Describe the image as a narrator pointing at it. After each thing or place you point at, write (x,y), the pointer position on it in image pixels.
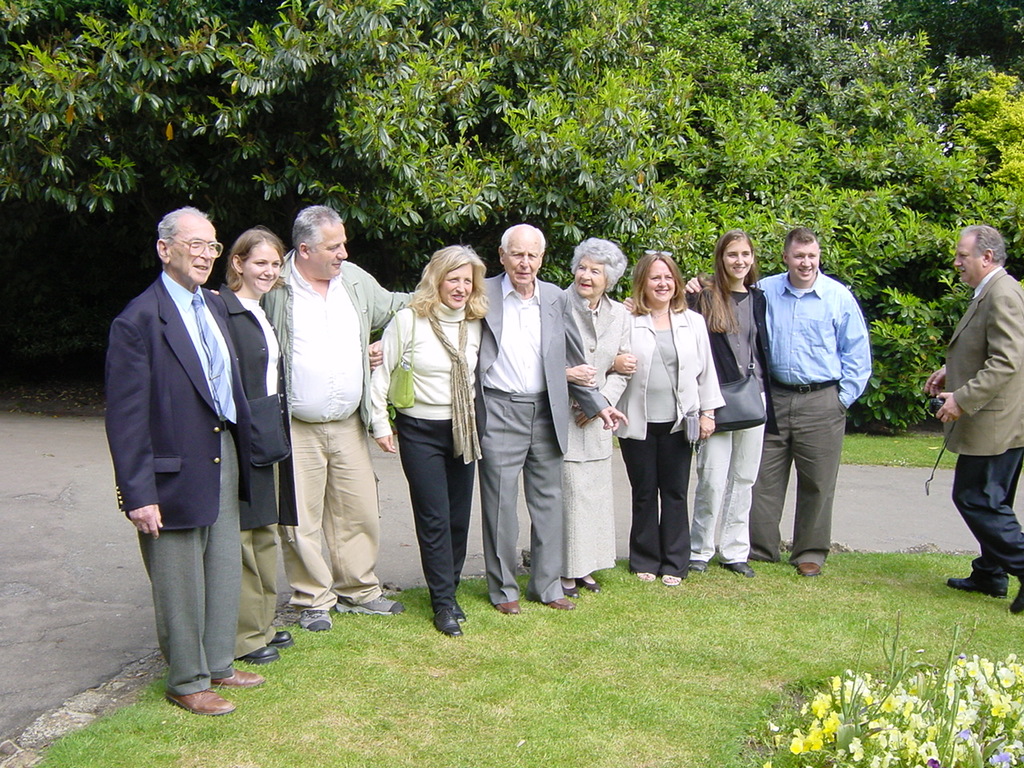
In this image we can see few people (360,534) standing. On the ground (586,628) there is grass (775,651). Also there are flowering plants (880,699). In the back (73,552) there is a road (874,478). And there are trees (488,84).
